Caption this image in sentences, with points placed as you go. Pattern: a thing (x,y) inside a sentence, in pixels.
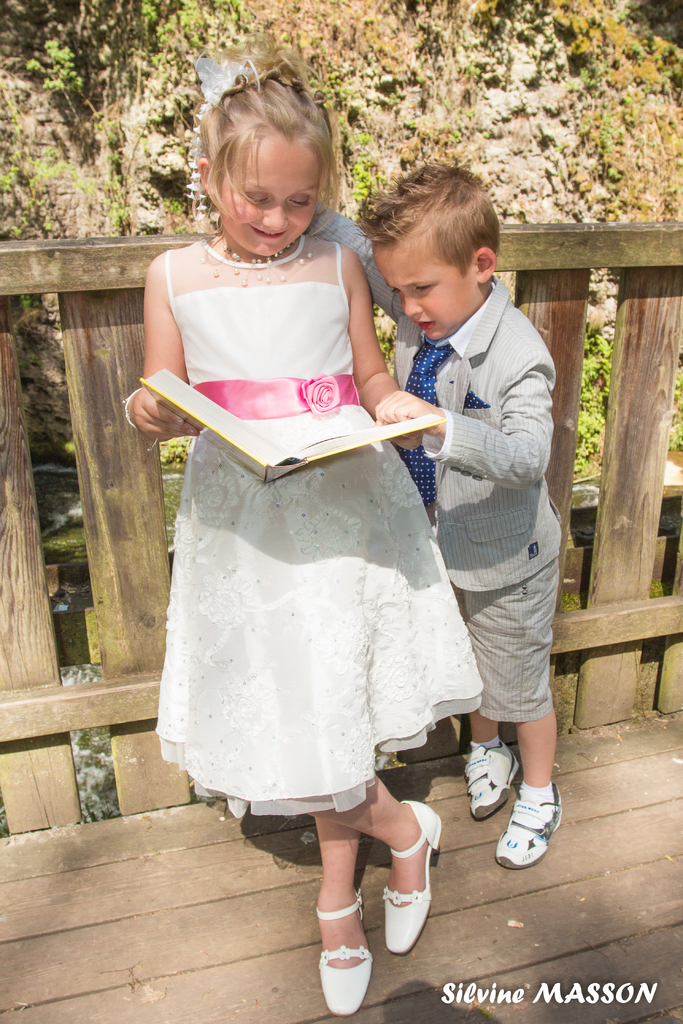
In this picture we can see small girl (330,466) wearing white dress (307,757) and holding the book (190,412) in the hand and smiling. Beside we can see a small boy (455,439) wearing a suit (475,485) and looking into her book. Behind there is a wooden railing (124,625) and some plants (373,174).
